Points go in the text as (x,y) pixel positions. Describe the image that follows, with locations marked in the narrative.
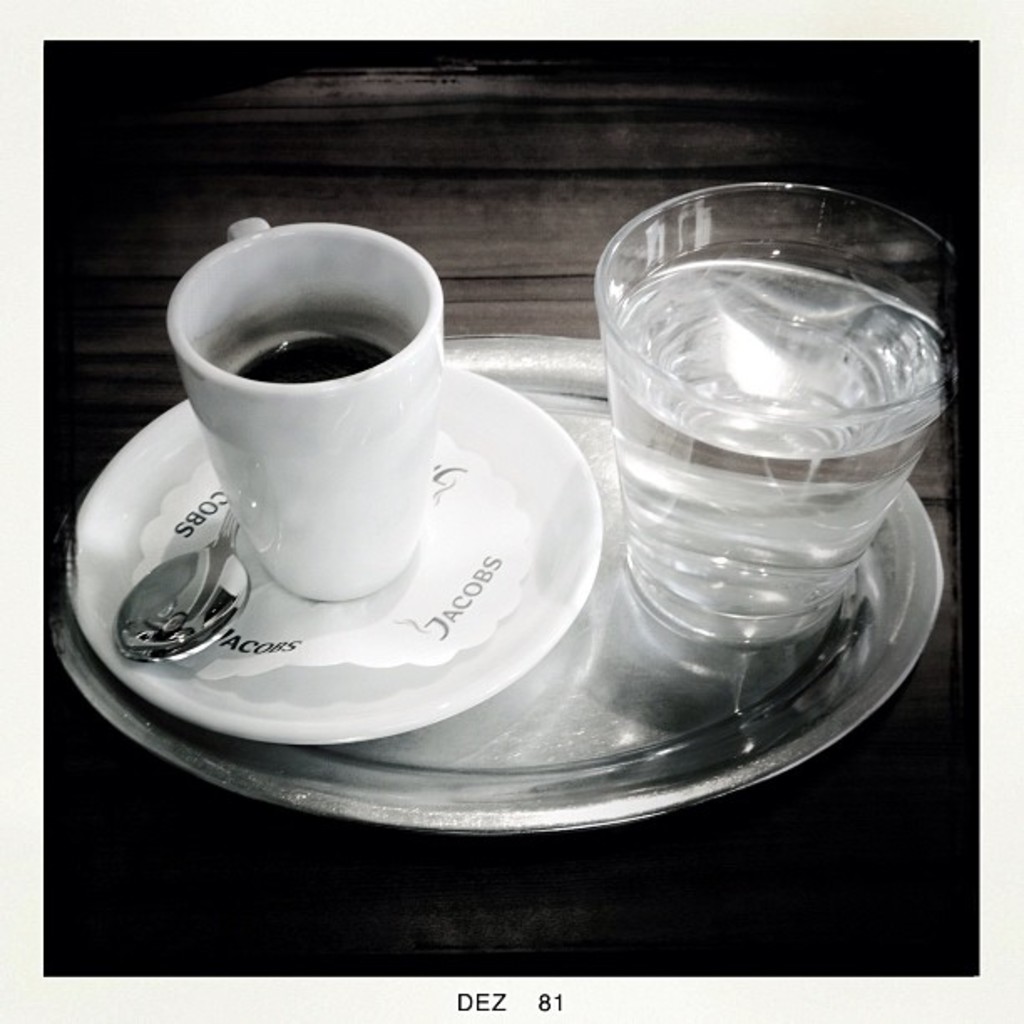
In this picture we can see a cup (426,480) and a glass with drinks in it, here we can see a saucer (496,531), spoon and these all are in the plate (685,664) and this plate (596,664) is on the platform (607,869).
